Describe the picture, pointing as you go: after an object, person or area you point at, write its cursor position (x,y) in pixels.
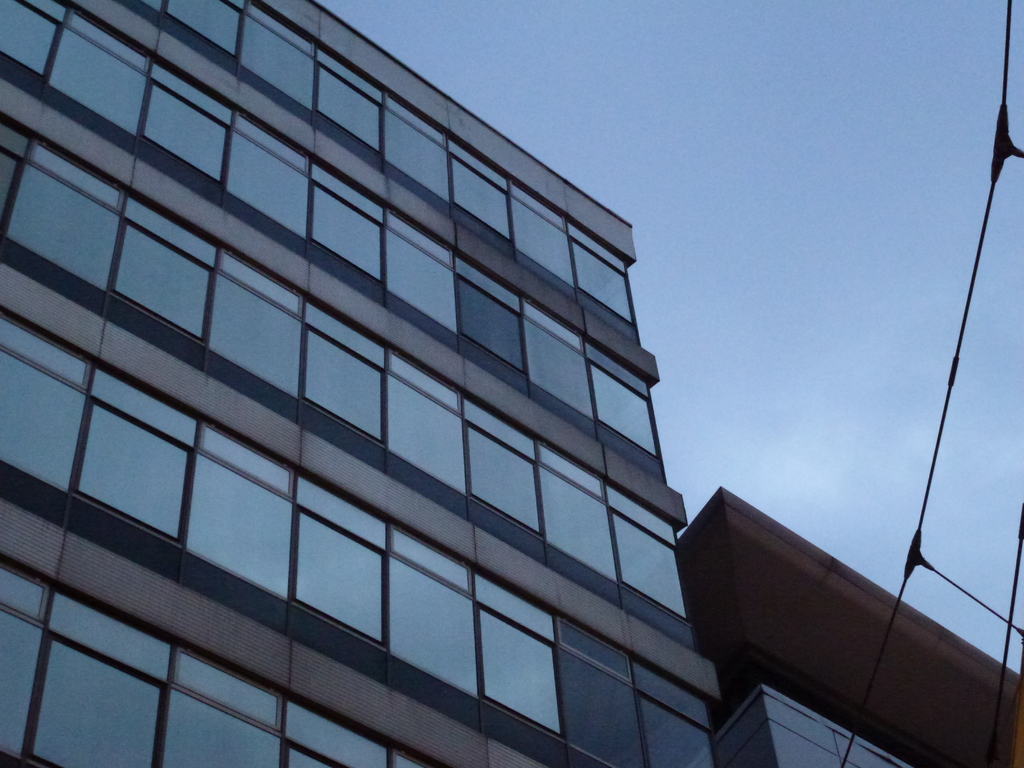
On the left side of the image (334,555) there is a building (599,554). In the background (775,420) there is a sky (778,438).
